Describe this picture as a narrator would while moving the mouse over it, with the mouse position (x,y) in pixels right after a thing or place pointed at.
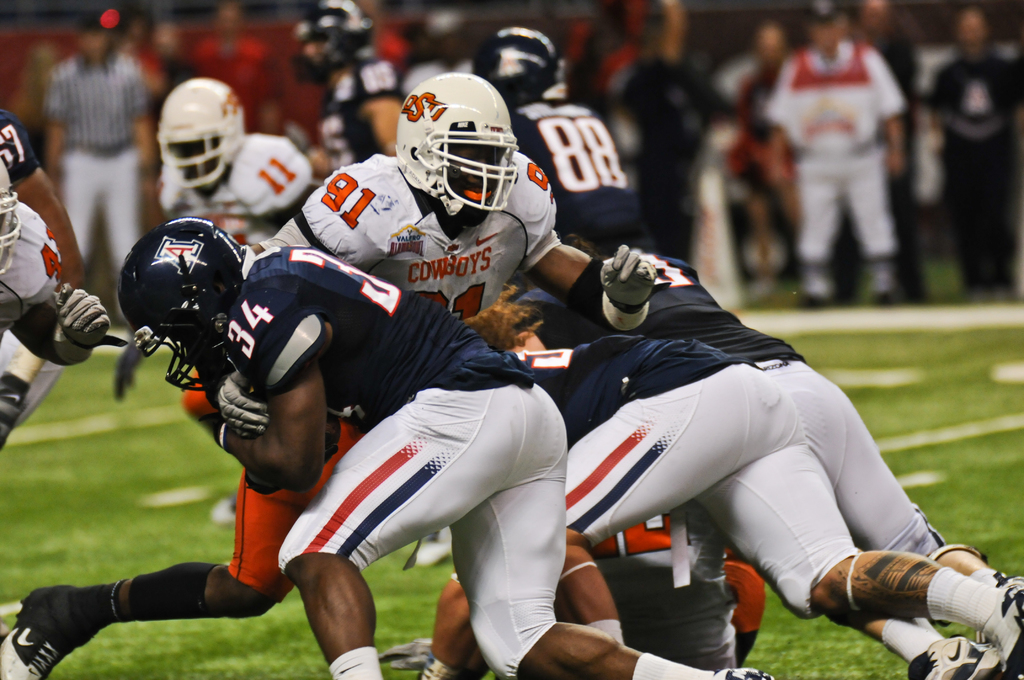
In this image there are a few men (384,281) playing on the ground (123,479). They are wearing jersey (355,292) and helmets (483,109). There is grass (185,486) on the ground (185,486). In the background (325,126) there are people (595,58) standing.
